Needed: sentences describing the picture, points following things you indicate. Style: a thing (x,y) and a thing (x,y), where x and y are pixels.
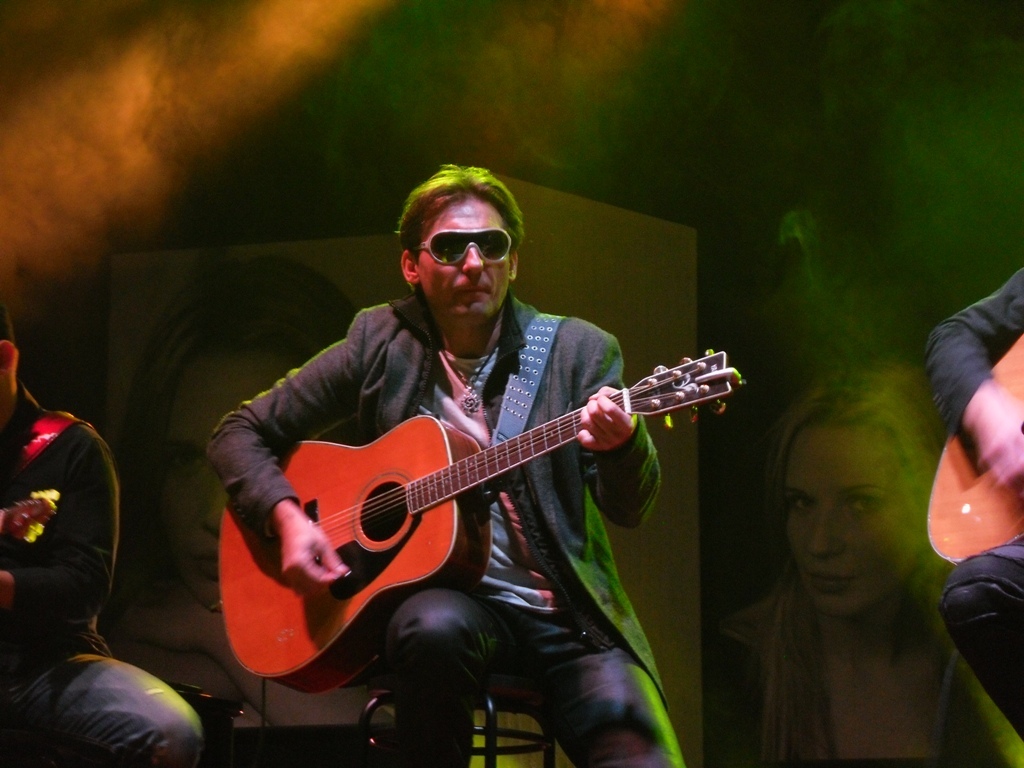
In this image, In the middle (588,391) there is a man (588,391) sitting on a chair (492,729) which is in black color he is holding a music instrument (302,588) which is in orange color, In the right side (970,636) there is a person (966,584) sitting and holding a object (976,521) which is in yellow color, In the left side (48,630) there is a man (55,577) sitting, In the background (648,247) there is a wall (564,244) and there is a girl picture (821,471) on the wall (884,527).
